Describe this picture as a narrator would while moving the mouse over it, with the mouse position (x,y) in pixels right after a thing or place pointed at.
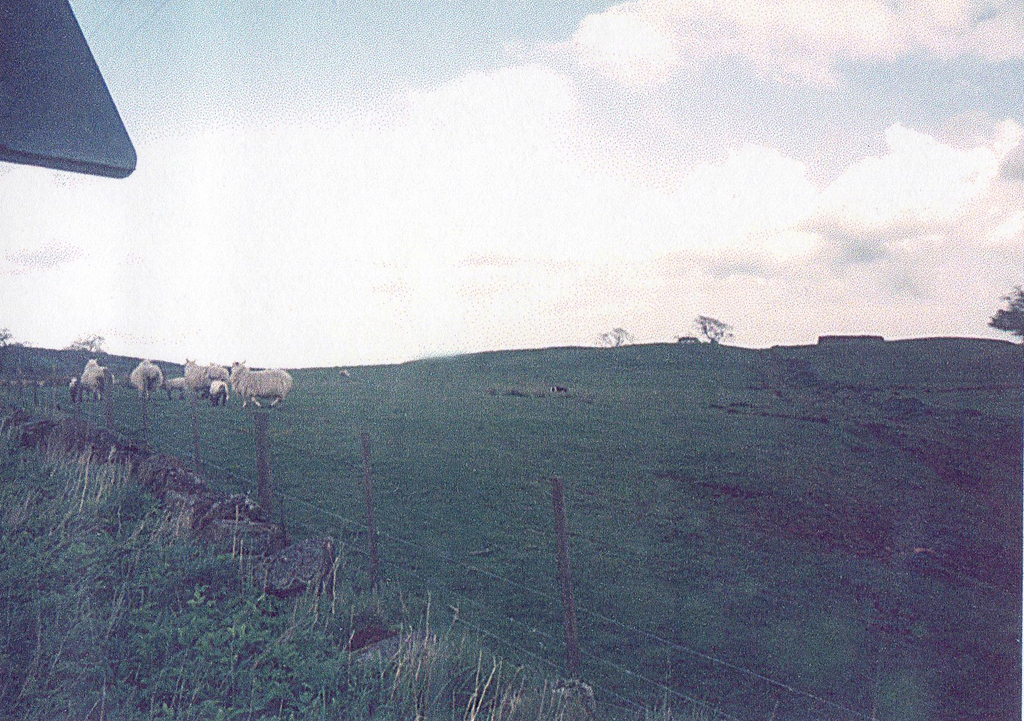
In this picture we can see sheeps (206,381) on the grass (176,367). On the left side of the sheep's (140,384) there are poles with wire fence (493,513), grass (498,513) and an object (19,107). Behind the sheep's (238,375) there is the sky (198,252).
